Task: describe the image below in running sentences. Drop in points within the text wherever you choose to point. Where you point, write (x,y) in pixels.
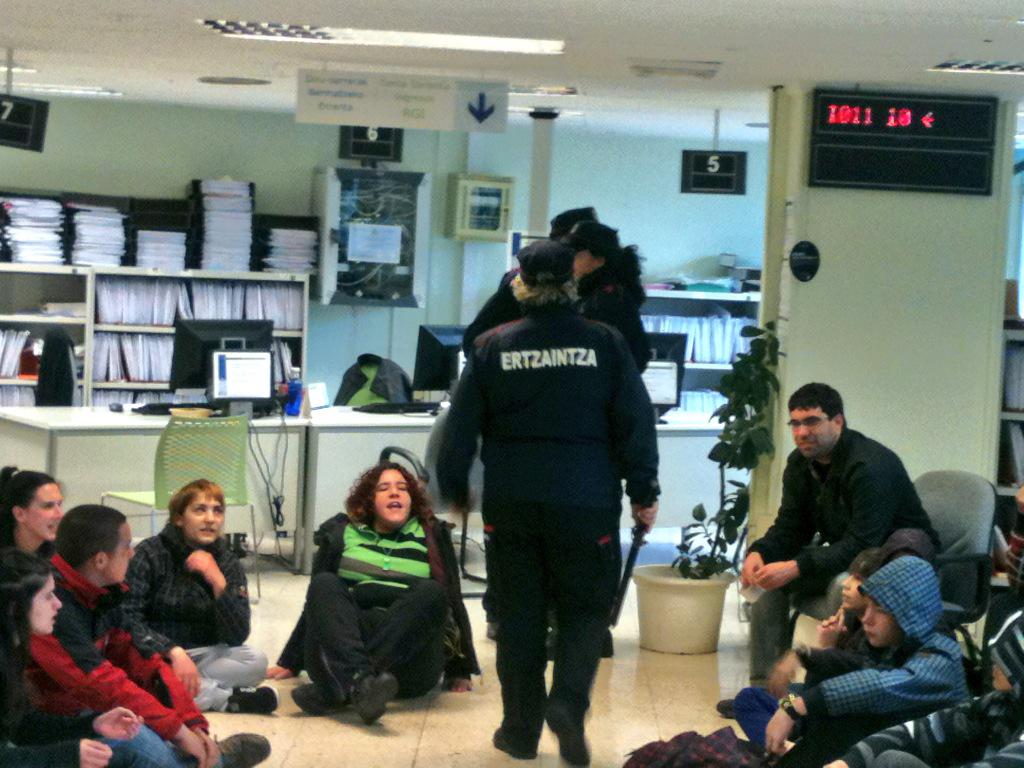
In a room (212,726) there are a group of people (396,624) sitting on the floor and some people (564,540) are standing in between them, on the right side (872,530) there is a man (851,535) sitting on the chair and in the background (117,355) there are a lot of books (122,288) kept in the shelves (101,331) and in front of the shelves (153,385) there is a table (41,439) and on the table (29,444) there are computers (261,369) and on the right side (787,329) there is a wall (831,338) behind the man (817,464) and on the wall (799,127) there is a screen (945,156) displaying some numbers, beside that wall (760,487) there is a plant (732,377).
